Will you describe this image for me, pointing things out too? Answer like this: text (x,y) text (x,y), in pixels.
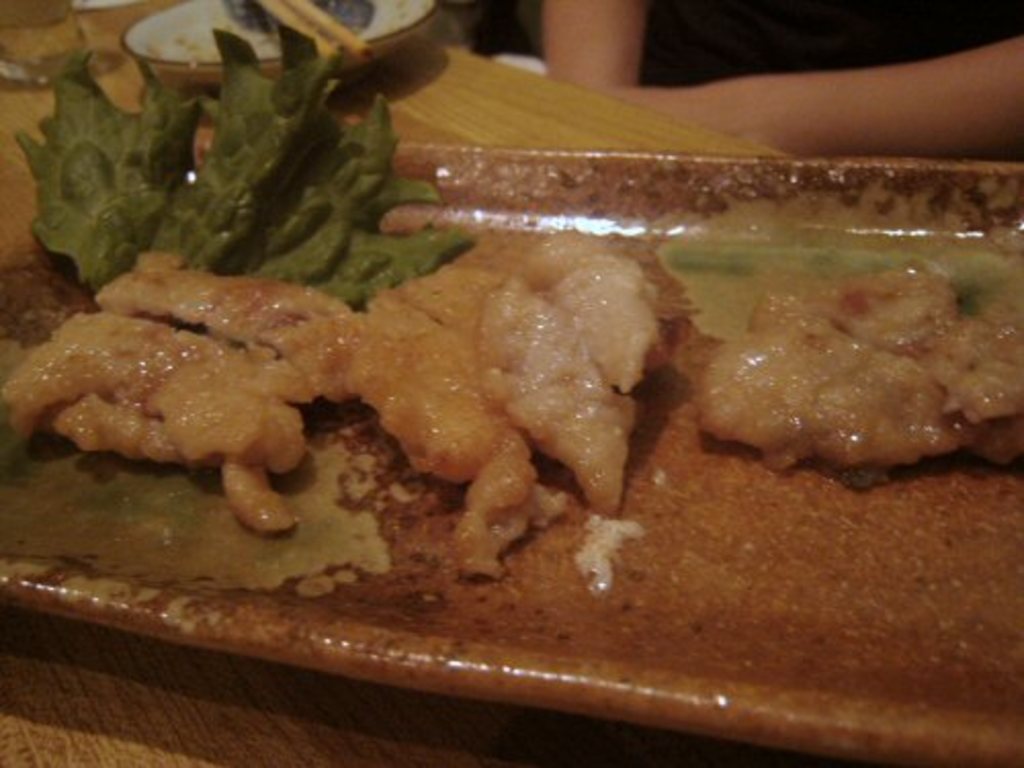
There is some food item (476,338) served on a plate (196,510) and beside that there are two chopsticks (349,39) kept on a saucer (396,24). A person (559,27) is sitting in front of the table (685,135).
